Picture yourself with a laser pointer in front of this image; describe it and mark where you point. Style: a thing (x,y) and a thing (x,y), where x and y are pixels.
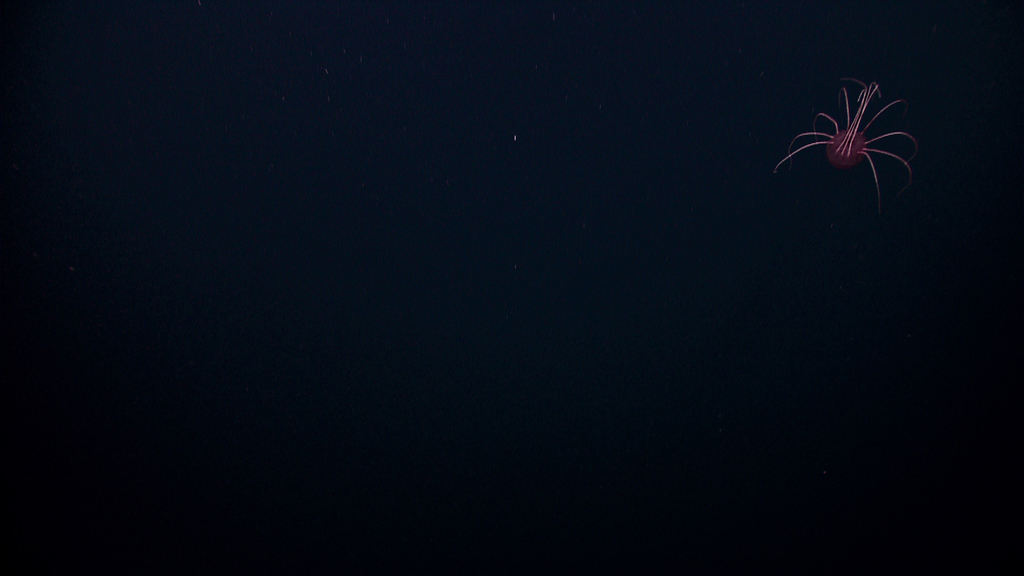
In this image, on the right side (901,99), we can see a sea creature (893,135). In the background (502,396), we can see black color.
